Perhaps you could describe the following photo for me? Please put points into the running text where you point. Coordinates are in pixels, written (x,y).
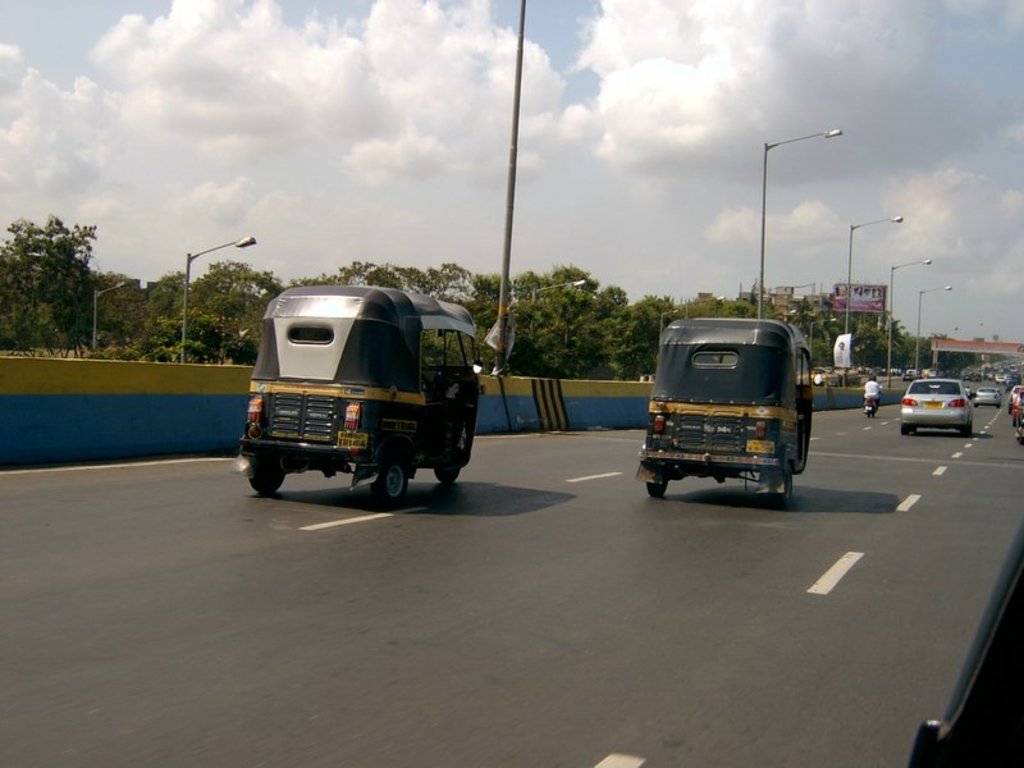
In the center of the image (469,433) we can see group of vehicles (962,416) moving on the road (876,440), one person (876,396) is riding motorcycle (870,409). In the background (871,358), we can see group of light poles (520,58), trees (904,345), banner (865,293) with some text (867,302) and the cloudy sky (735,161).
